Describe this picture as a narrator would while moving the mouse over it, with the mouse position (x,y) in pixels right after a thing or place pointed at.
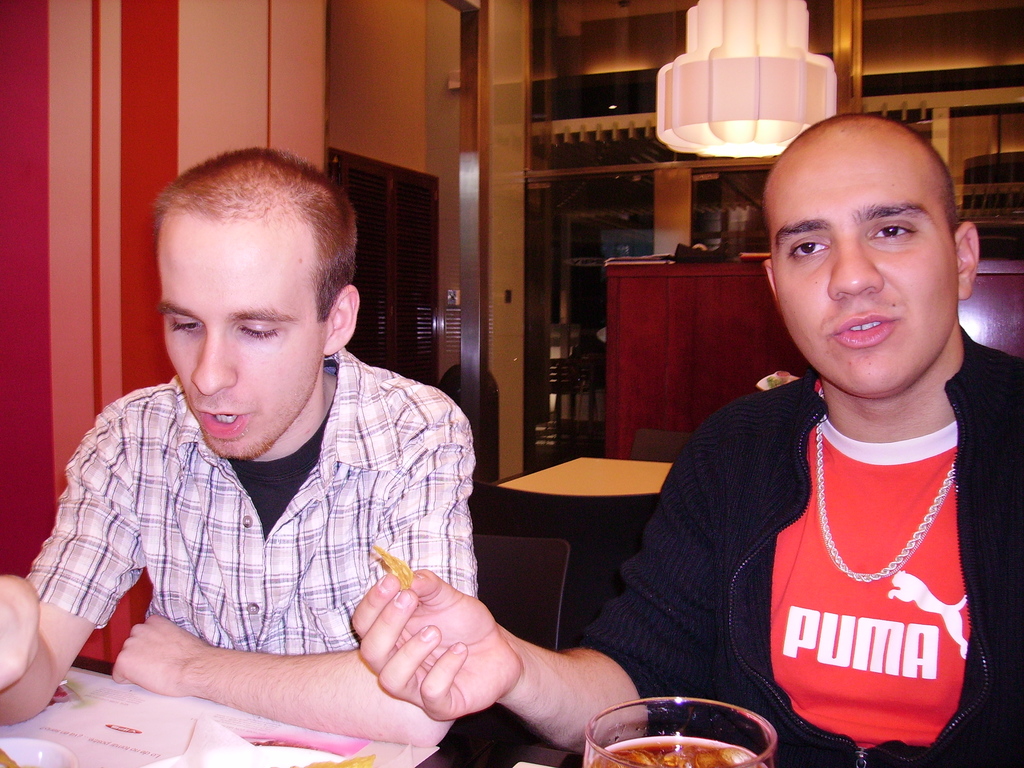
In this picture there is a man (731,480) with black jacket (714,517) is sitting and holding the food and there is another man (275,314) sitting. In the foreground (10,749) there are bowls (22,744) and there is a glass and there are papers (252,723) on the table (453,752). At the back (608,464) there is a table (575,473) and there are chairs (500,501) and there is a cupboard (652,308) and there are objects (710,257) on the cupboard (692,395). At the top (698,150) there is a chandelier (734,29). On the left side of the image (204,18) it looks like a cupboard (358,219).
